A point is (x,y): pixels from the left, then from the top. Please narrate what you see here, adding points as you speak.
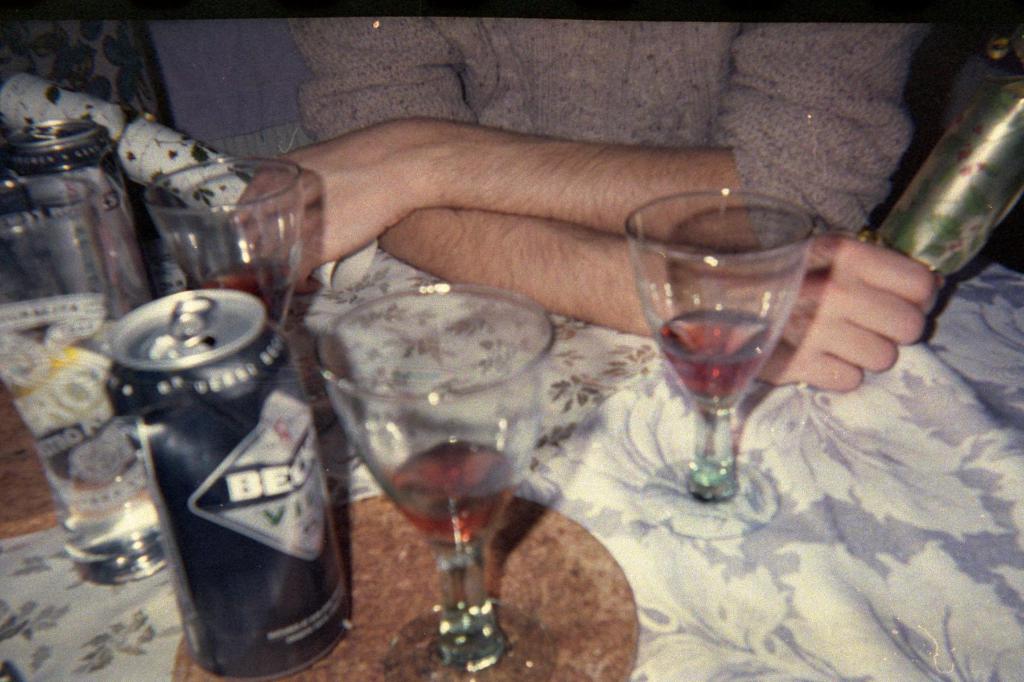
In this image we can see one table (957,551) covered with a tablecloth (790,512) and so many different objects (178,464) on the table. One person (615,307) sitting and holding some objects (968,214). Some objects (451,397) on the surface (788,594).
